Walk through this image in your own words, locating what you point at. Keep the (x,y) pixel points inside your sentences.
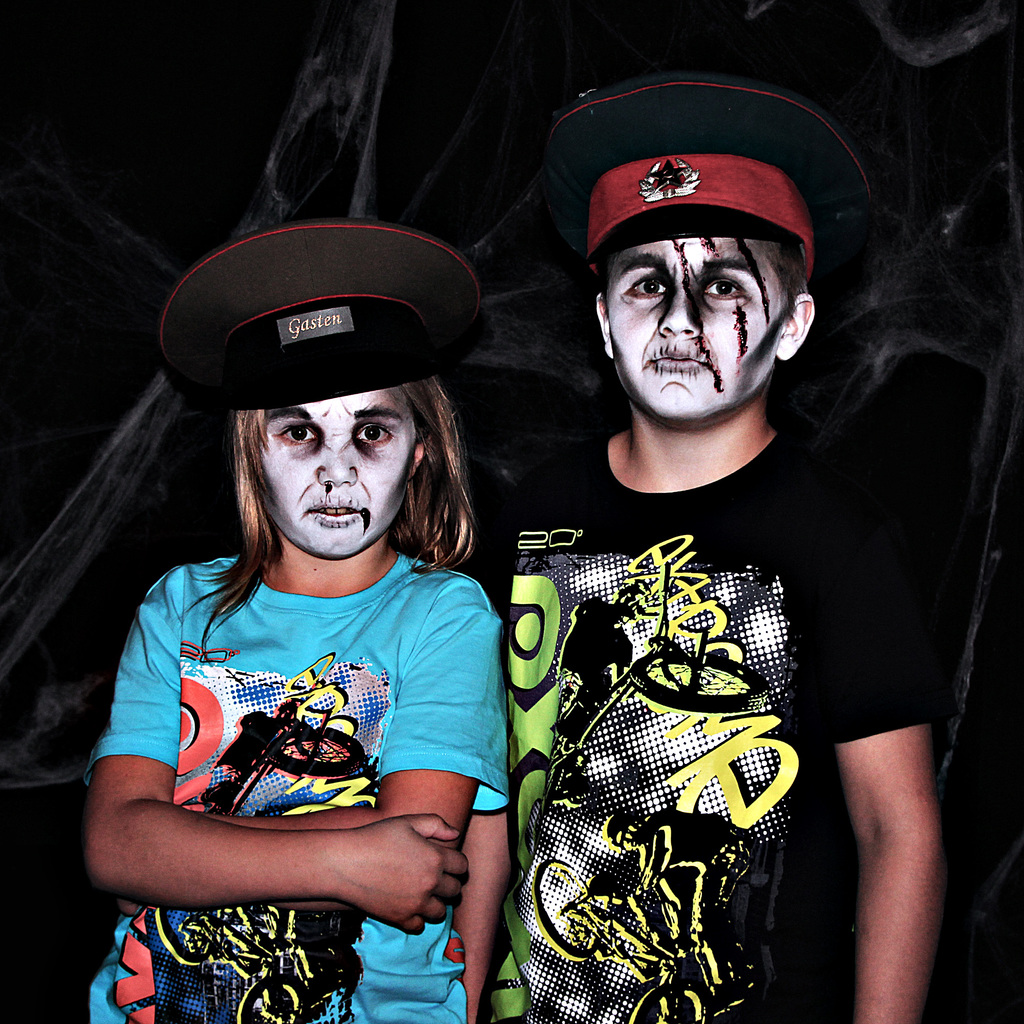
In this picture we can see a boy (786,520) wearing black color t-shirt (801,577), hat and standing on the ground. On the left (283,601) there is a girl (280,614) wearing blue color t-shirt (315,631), hat (315,354) and standing on the ground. In the background (277,126) there are some objects (970,681).
